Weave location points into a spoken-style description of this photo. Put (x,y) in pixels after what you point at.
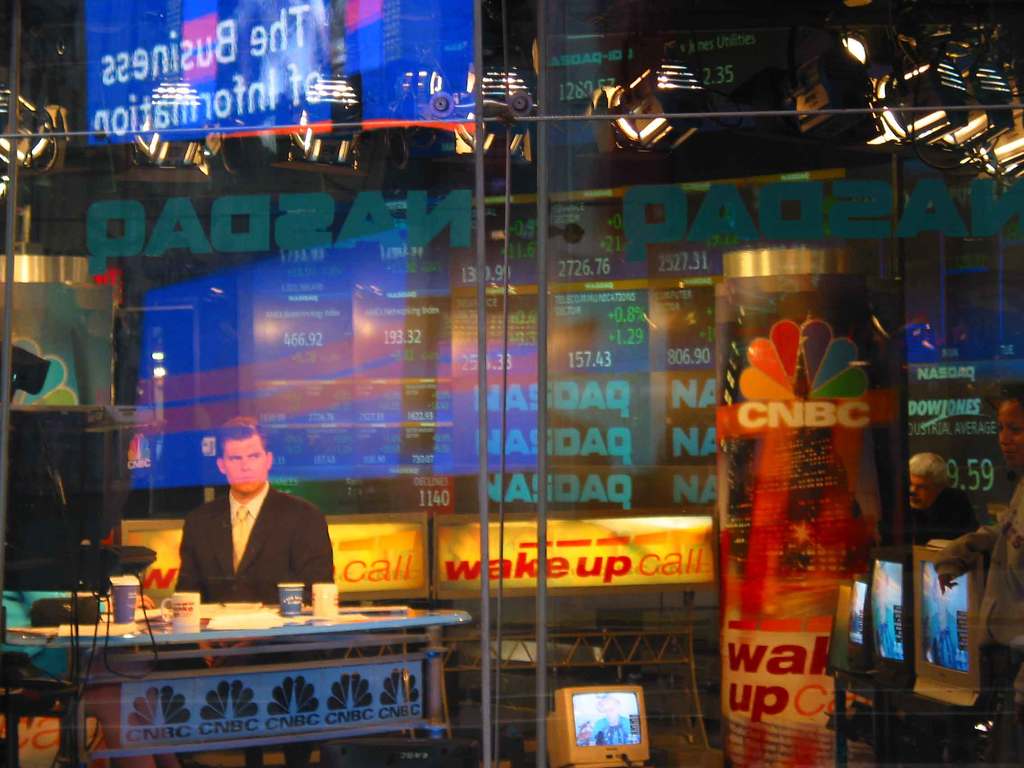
This is man (294,552). This is glass (561,548), monitor (581,713).
